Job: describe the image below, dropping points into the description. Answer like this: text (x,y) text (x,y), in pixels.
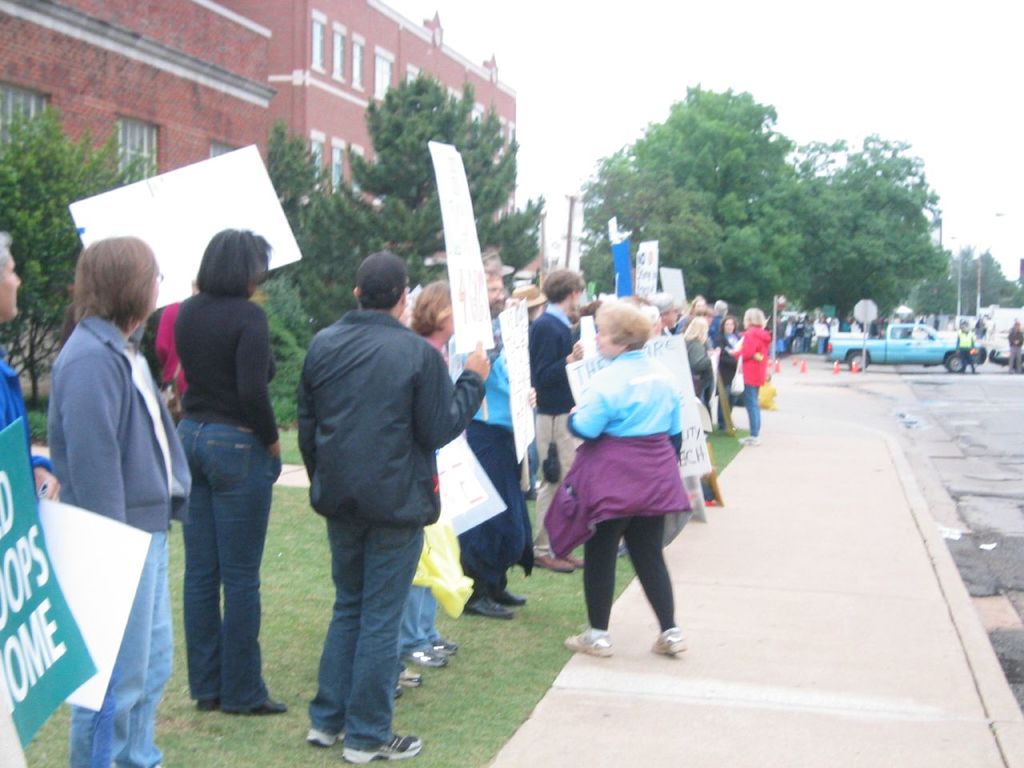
In this image I see number of people (674,324) in which most of them are holding boards (186,292) in their hands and I see the path (863,445) and I see the green grass (214,743) over here. In the background (893,17) I see number of trees (923,306) and I see few vehicles (944,348) and poles (570,212) and I see a building (107,50) over here and I see the sky (646,70).
